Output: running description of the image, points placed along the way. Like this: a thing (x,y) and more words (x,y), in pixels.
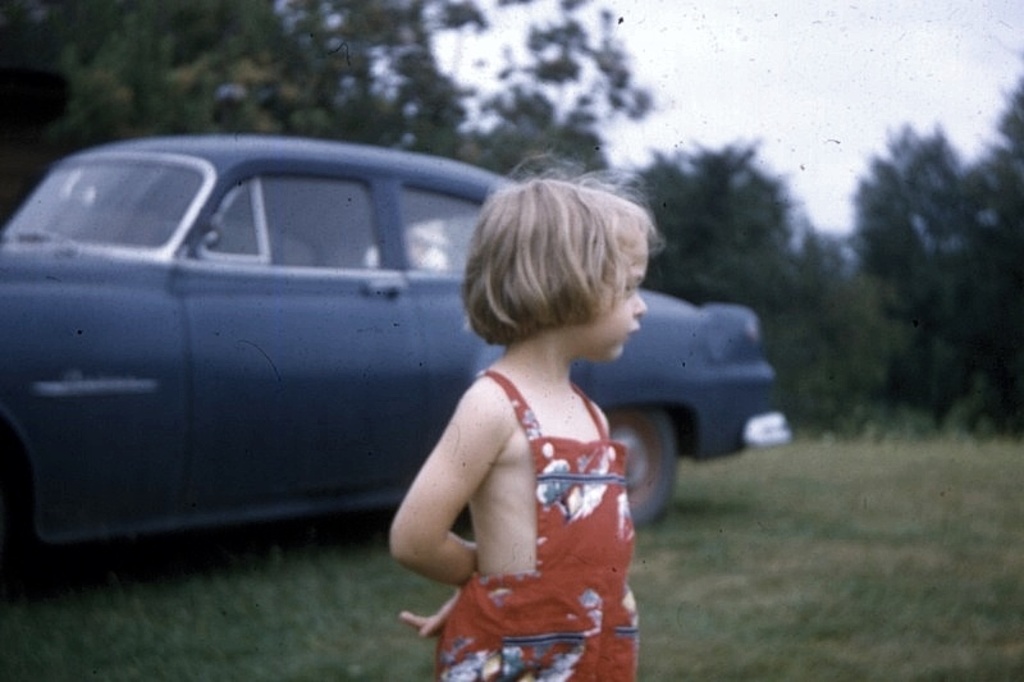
In the picture I can see a kid (536,488) wearing red dress (558,518) is standing on a greenery ground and there is a car (284,340) behind her and there are trees (196,96) in the background (683,204).
